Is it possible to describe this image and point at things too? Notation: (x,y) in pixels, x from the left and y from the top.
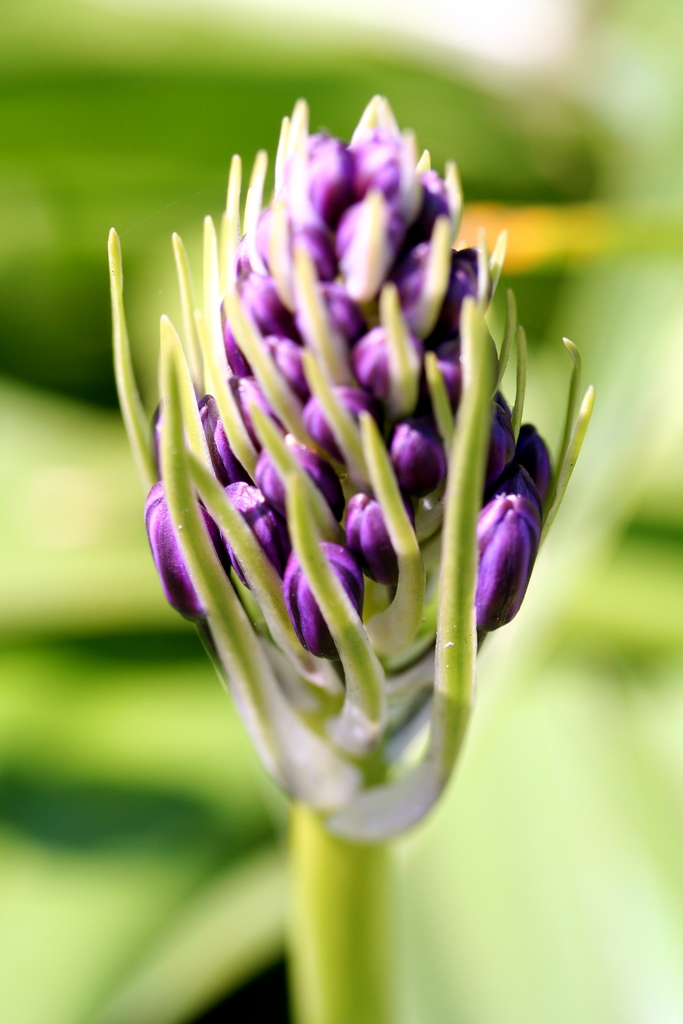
The picture consists of buds (300,575) and a stem (321,874). The background (644,1010) is blurred.
